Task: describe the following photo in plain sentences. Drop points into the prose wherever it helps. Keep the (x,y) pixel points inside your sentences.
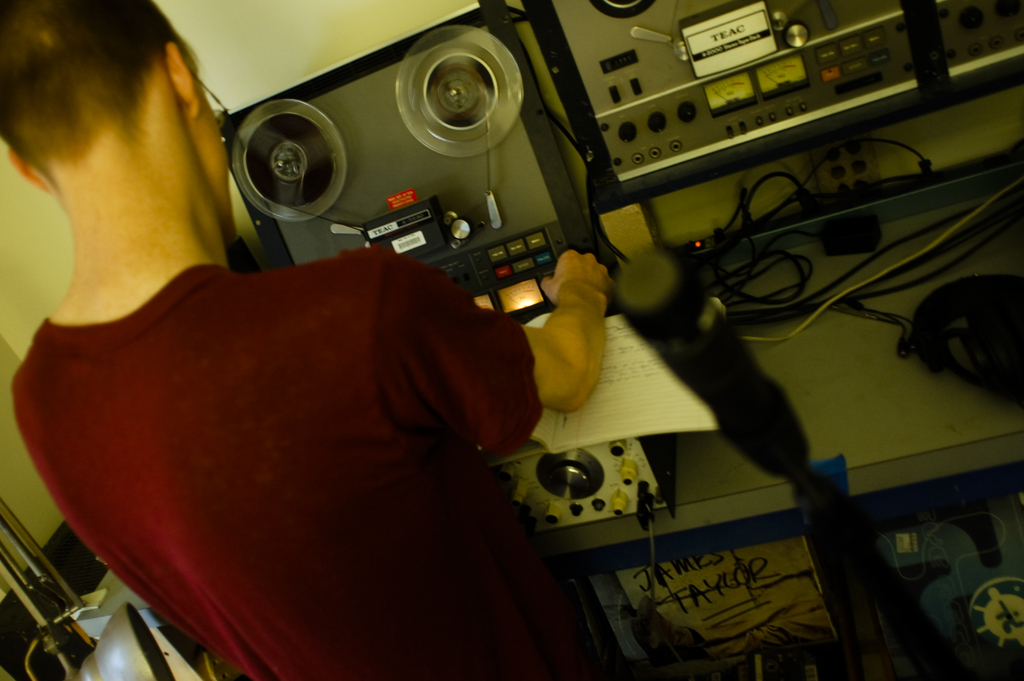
In this image I can see a man (523,435) in front (87,156) who is wearing maroon color t-shirt (334,389) and I can see few equipment (483,167) in front him and I can see a table (914,310) on which there are wires (745,235). On the bottom of this picture (773,578) I can see 2 words (674,564) written.
